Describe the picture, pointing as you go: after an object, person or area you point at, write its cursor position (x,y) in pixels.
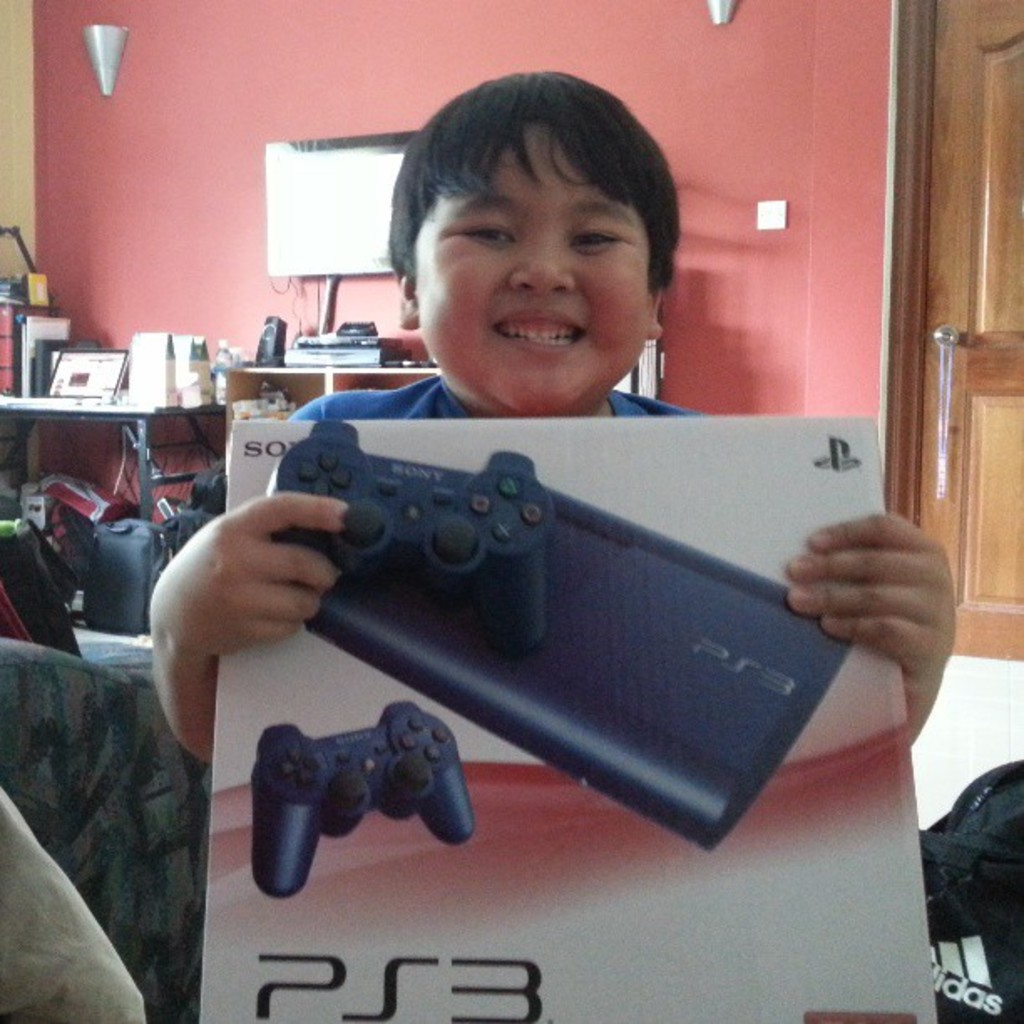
This picture is clicked inside. In the foreground (480,178) there is a kid (440,392) holding a joystick (494,528) and a box (792,794). In the background (76,409) we can see the bags (62,573) placed on the ground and there is a table (135,407) and a cabinet (430,365) on the top of them some items (161,355) are placed. In the background (841,280) we can see the wooden door (990,412), wall (813,13), television (362,187) and some other items (102,364).
